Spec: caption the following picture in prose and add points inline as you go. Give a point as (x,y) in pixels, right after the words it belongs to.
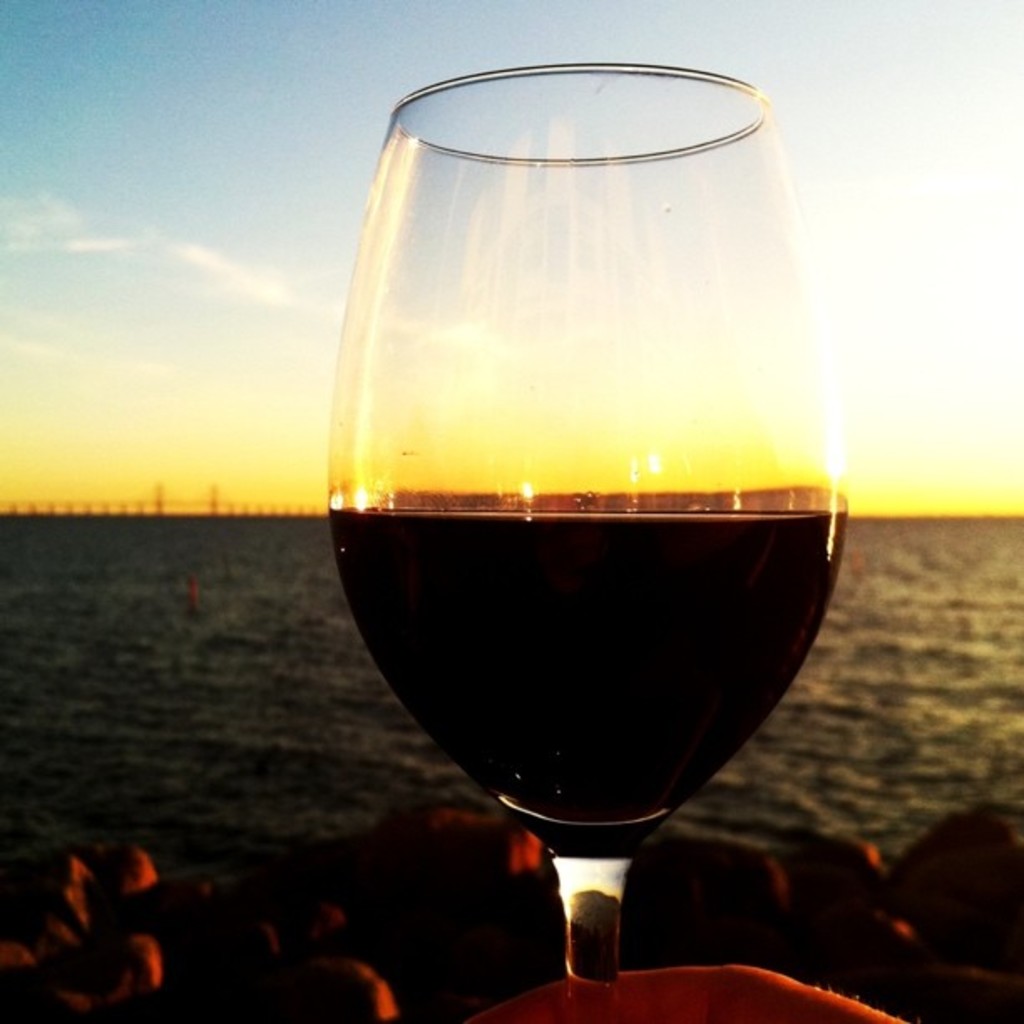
In this image I can see the glass (804,357), water (280,599) and the sky (208,239) is in blue, white and yellow color.
